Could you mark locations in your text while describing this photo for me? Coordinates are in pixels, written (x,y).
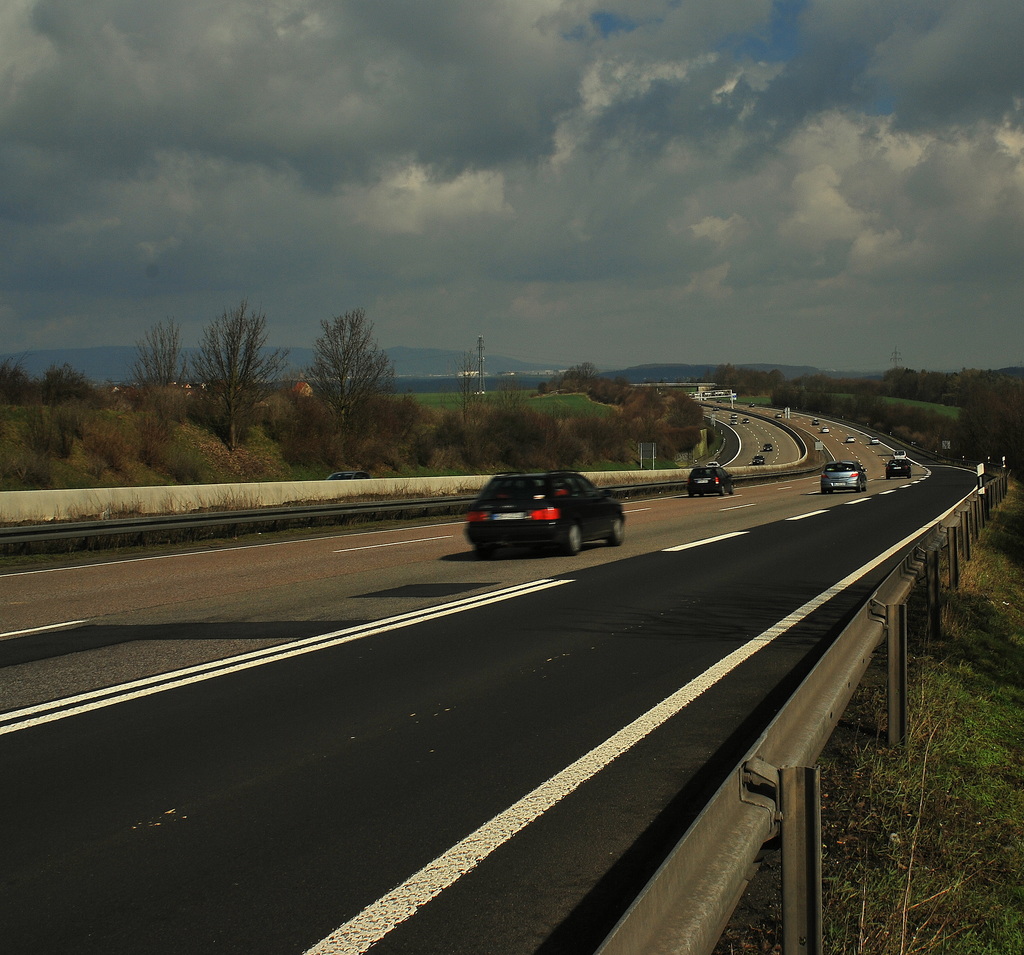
In this image few cars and vehicles (689,477) are on the road (717,644). Right side (689,934) there is a fence (903,705) on the land (906,795) having grass (958,824). Left side (339,455) there are few plants (371,397) and trees (371,397) on the land (487,399). There is a tower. Behind there are hills (132,357). Top of image (701,234) there is sky (688,241) with some clouds (688,241).
